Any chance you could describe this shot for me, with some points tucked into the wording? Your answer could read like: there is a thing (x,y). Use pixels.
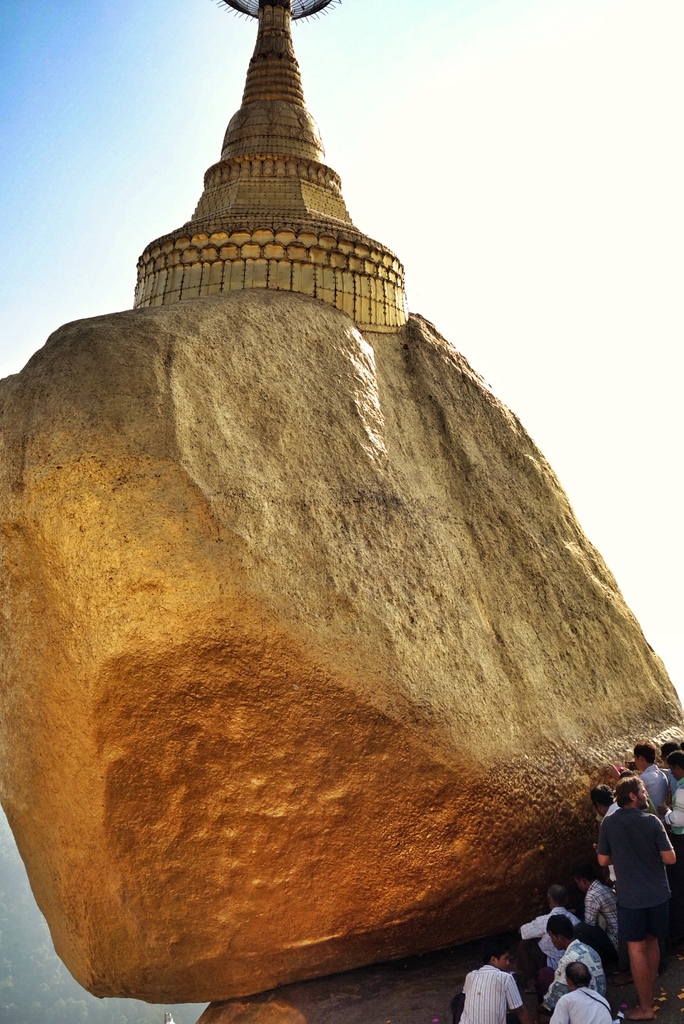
In this image I can see a tower (267,207) on a rock (376,624). In the bottom right (614,887) there are few people (603,930) standing. At the top of the image (474,163) I can see the sky (489,175).
